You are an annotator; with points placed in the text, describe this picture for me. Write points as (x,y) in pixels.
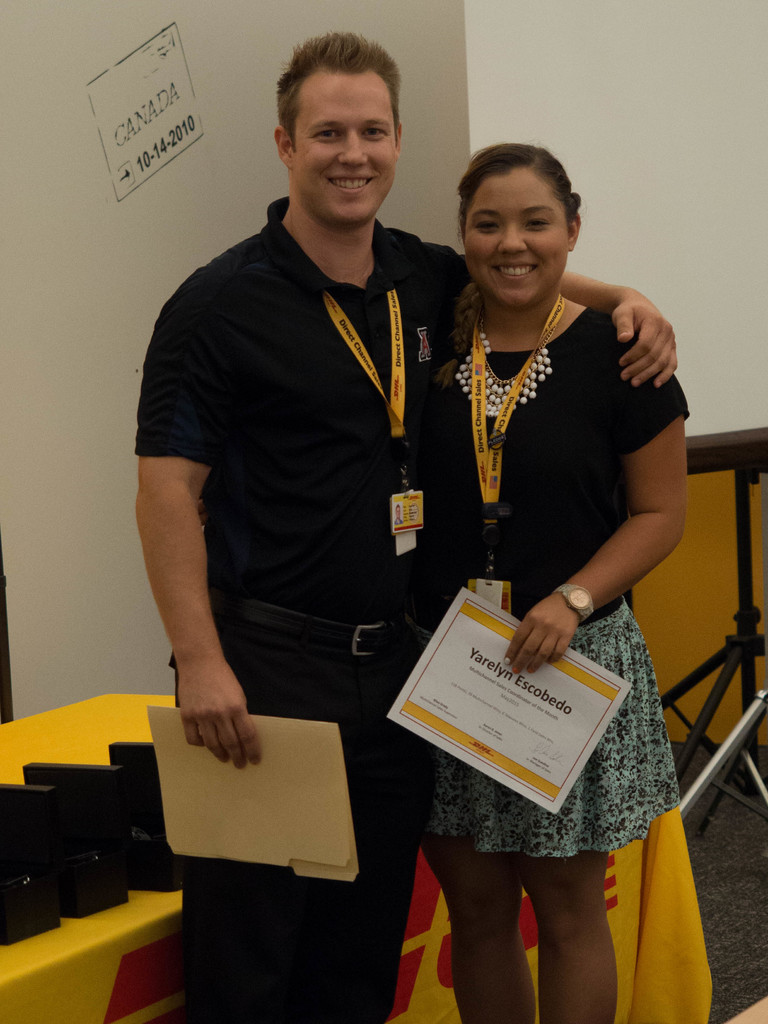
In this image there is a man (312,530) and woman (447,530) standing and wearing ID tags (396,347) and holding certificates (433,692) in their hands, in the background (733,9) there is a wall (352,7) and a screen (739,354), in the bottom left (82,955) there is a table (10,771), on that table (107,920) there are few objects (81,809).
